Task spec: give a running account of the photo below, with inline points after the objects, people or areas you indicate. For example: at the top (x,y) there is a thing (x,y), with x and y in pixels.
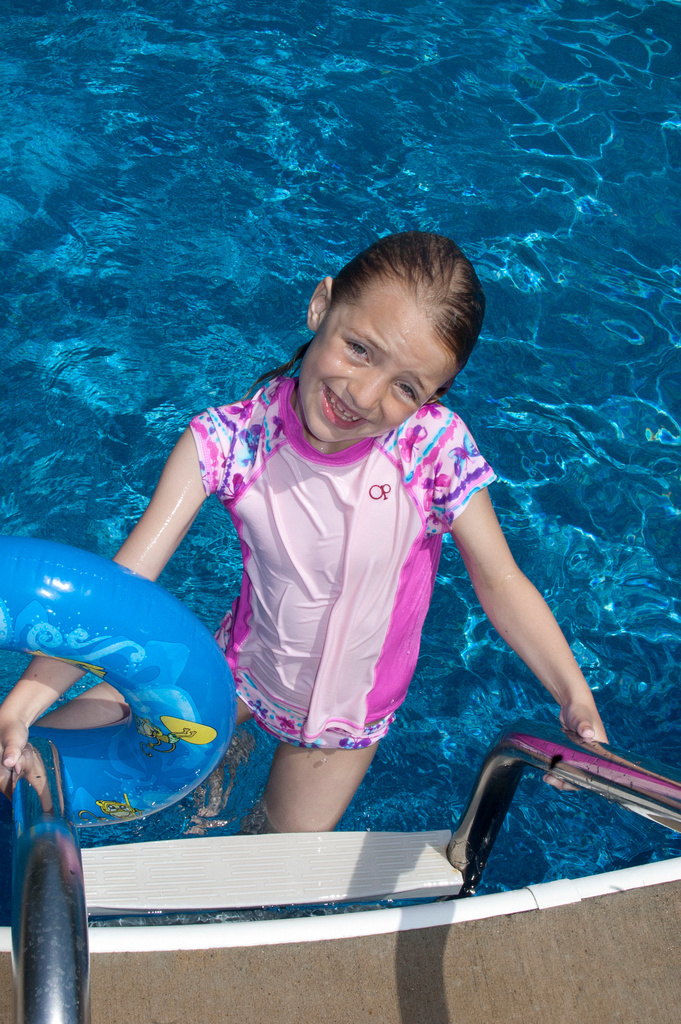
In this image there is a girl (360,440) smiling and she is present in the swimming pool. Image also consists of a safety ring (86,664).
